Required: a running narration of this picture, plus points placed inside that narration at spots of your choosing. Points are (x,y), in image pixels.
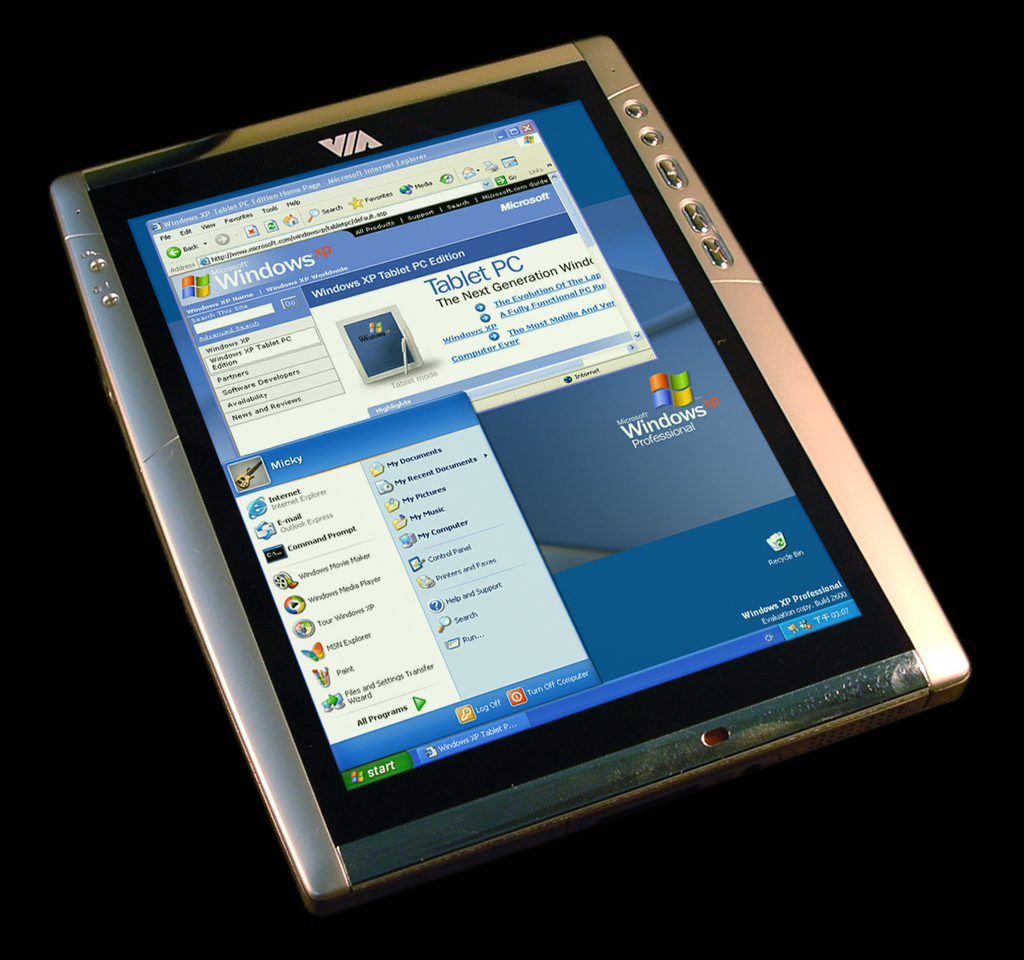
In this image we can see a tablet computer (501,591) with a display (578,304) and we can see some text (478,636) on it and in the background (631,35) the image is dark.
